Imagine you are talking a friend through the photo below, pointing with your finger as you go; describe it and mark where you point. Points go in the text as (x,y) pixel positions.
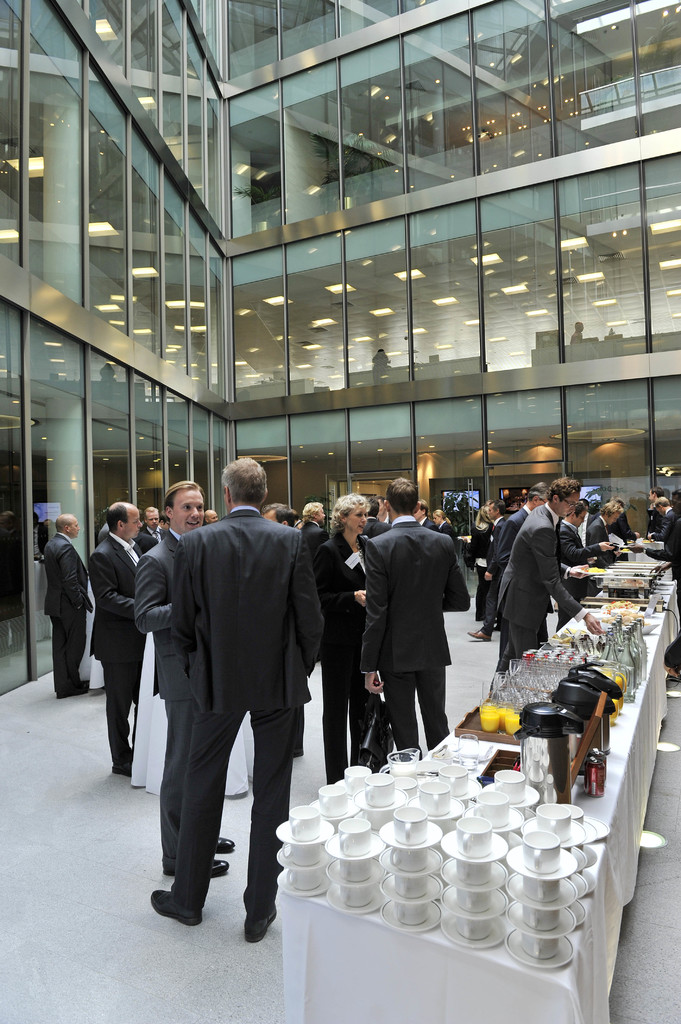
In the picture we can see group of people (406,593) standing, most of them are wearing suits (305,569), on right side of the picture (475,913) there are some cups (356,840), glasses (478,742), there are some food items (613,612) on table (651,712) and in the background of the picture (414,152) there is glass building (261,264).
